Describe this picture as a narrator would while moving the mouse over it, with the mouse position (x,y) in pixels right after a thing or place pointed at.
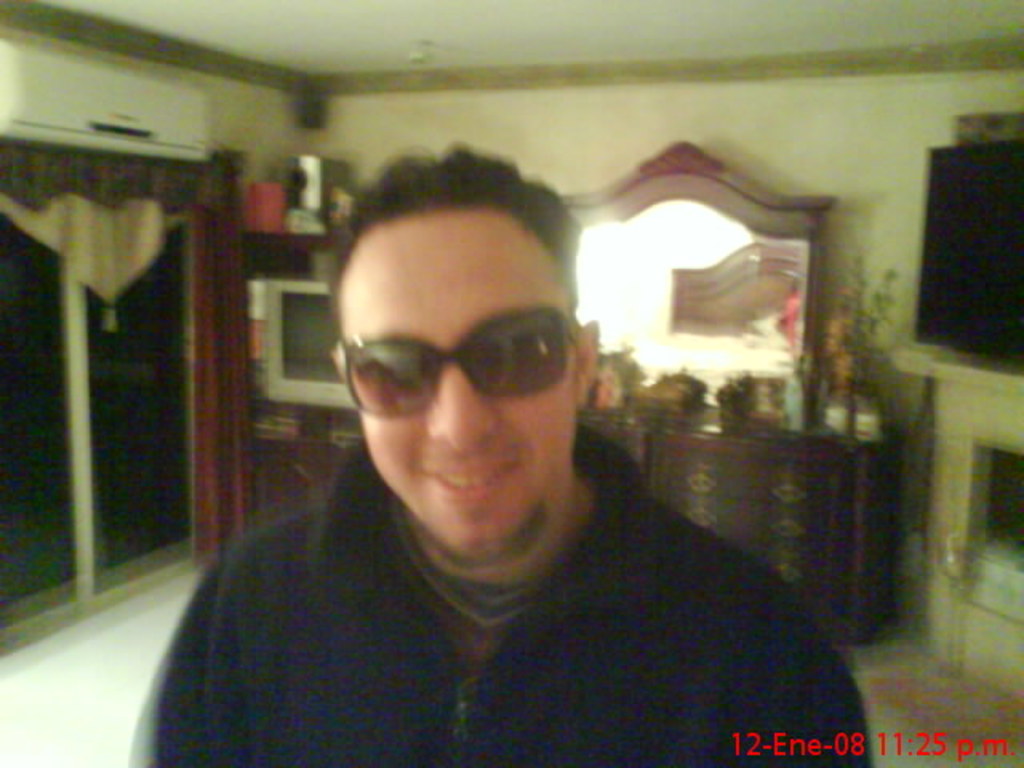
In this picture we can see a man (489,159) wore goggles (517,379) and smiling and in the background (102,185) we can see a window (179,302) with curtains (173,213), television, mirror (623,314) and some objects (793,408).
